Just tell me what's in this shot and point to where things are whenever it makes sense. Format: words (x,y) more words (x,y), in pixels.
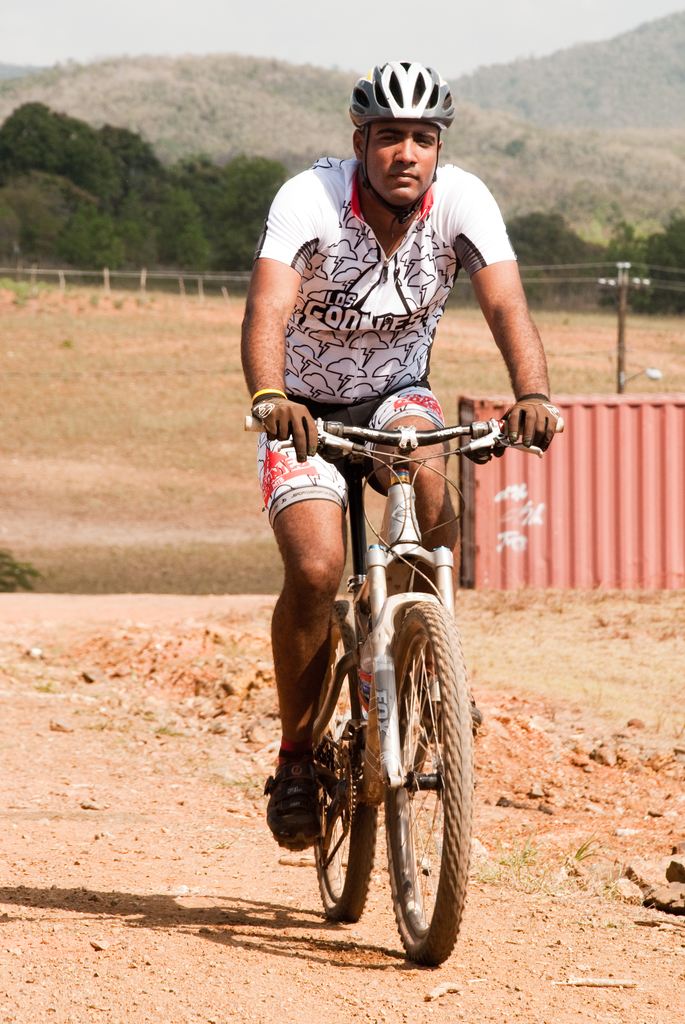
in this image the person (351,330) is riding the bicycle (399,716) and he is wearing some white shirt (347,378) and some white short (321,487) and black shoes (299,798) and behind the person (269,428) some trees (163,195) are there and the background is very sunny.
